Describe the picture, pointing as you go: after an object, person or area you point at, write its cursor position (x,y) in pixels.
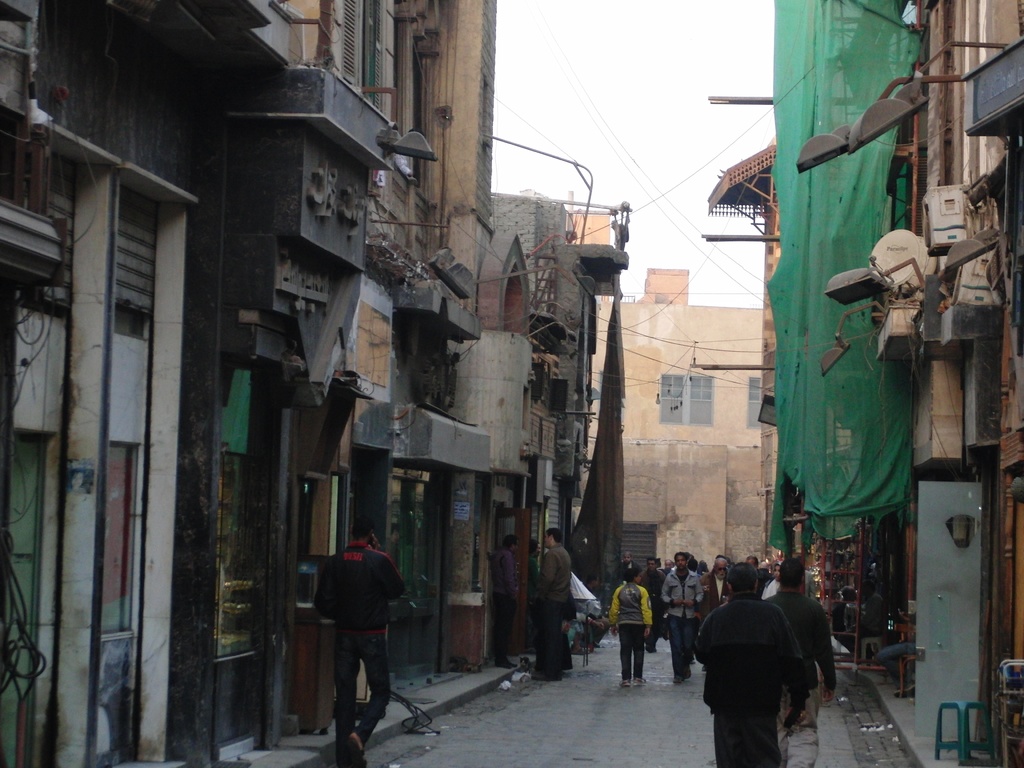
I can see in this image a group of people (626,607) are walking on the road (481,761). I can also see there are few buildings (324,377), there is also a sky (655,118).
